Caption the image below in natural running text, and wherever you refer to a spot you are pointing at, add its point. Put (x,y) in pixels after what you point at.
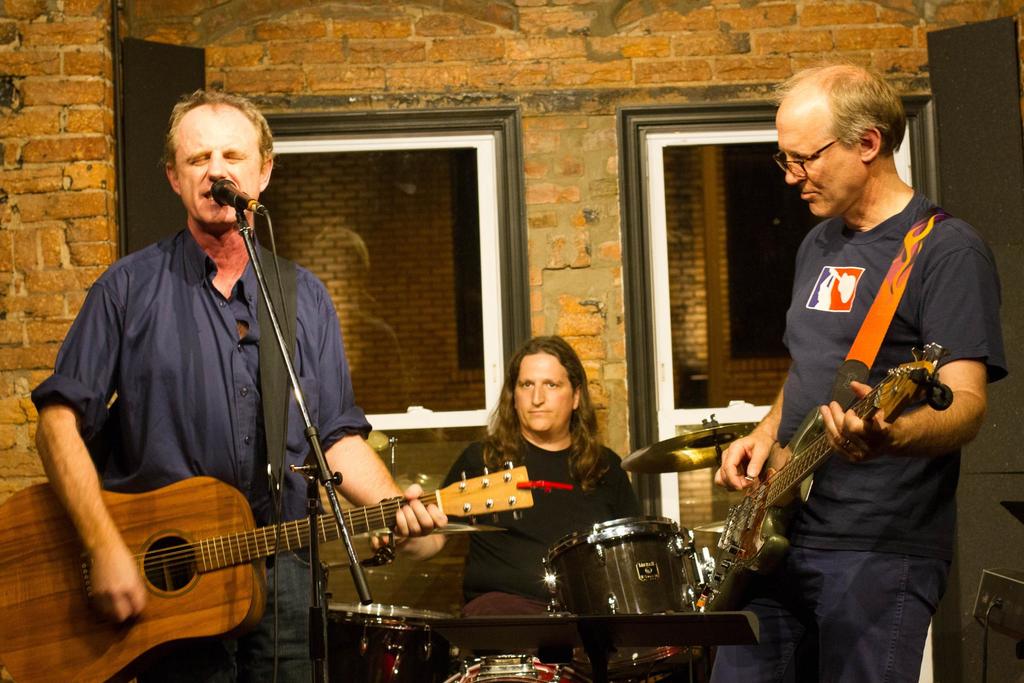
In this image, few people (821,534) are playing a musical instrument (181,506). Left side person (308,397) is singing in-front of microphone (233,201), we can see stand (318,596), wires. Background (730,294), we can see windows (393,303) and brick wall (532,227), black color here.
